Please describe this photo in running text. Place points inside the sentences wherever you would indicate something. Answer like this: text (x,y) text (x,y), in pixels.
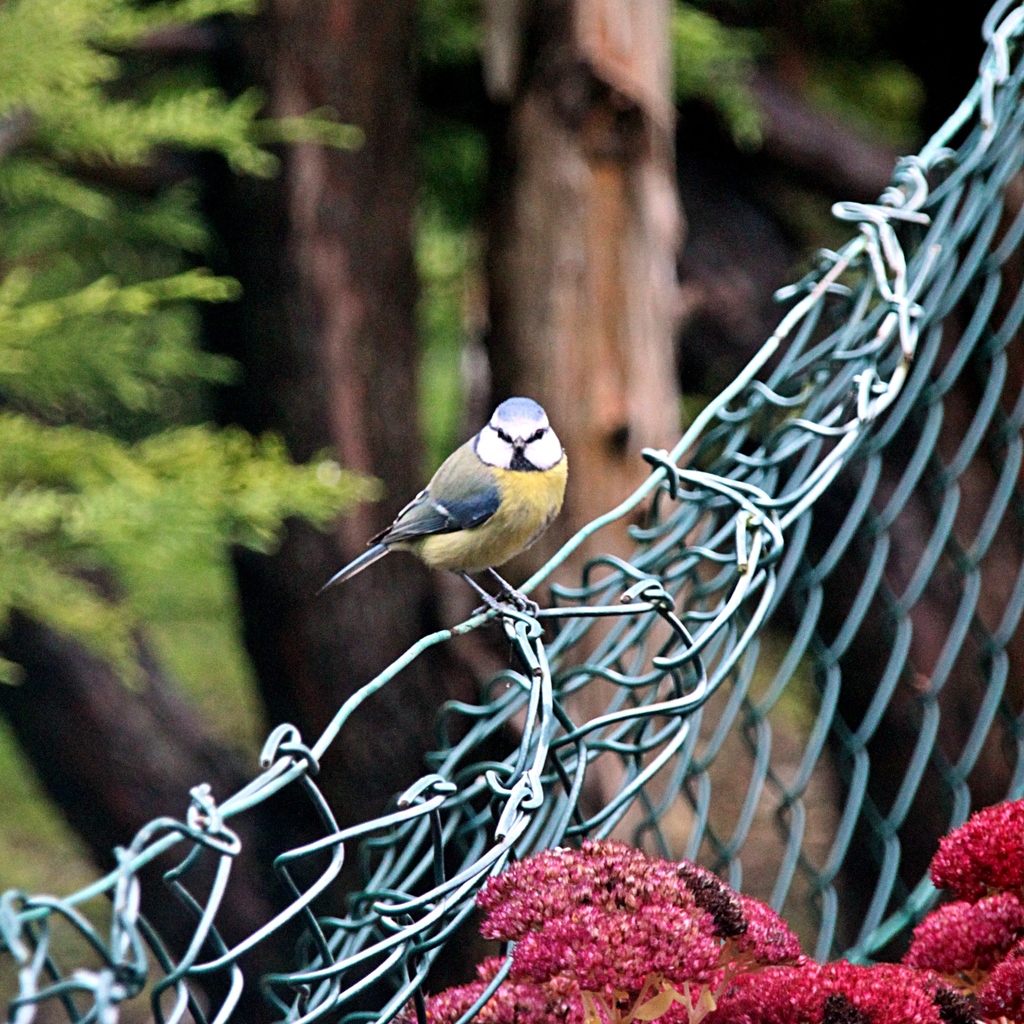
At the bottom right side of the image (706,940), we can see the flowers (785,927). In the center of the image (641,670) there is a mesh (707,552). On the mesh (688,613), we can see a bird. In the background (591,442), we can see trees (342,373).
